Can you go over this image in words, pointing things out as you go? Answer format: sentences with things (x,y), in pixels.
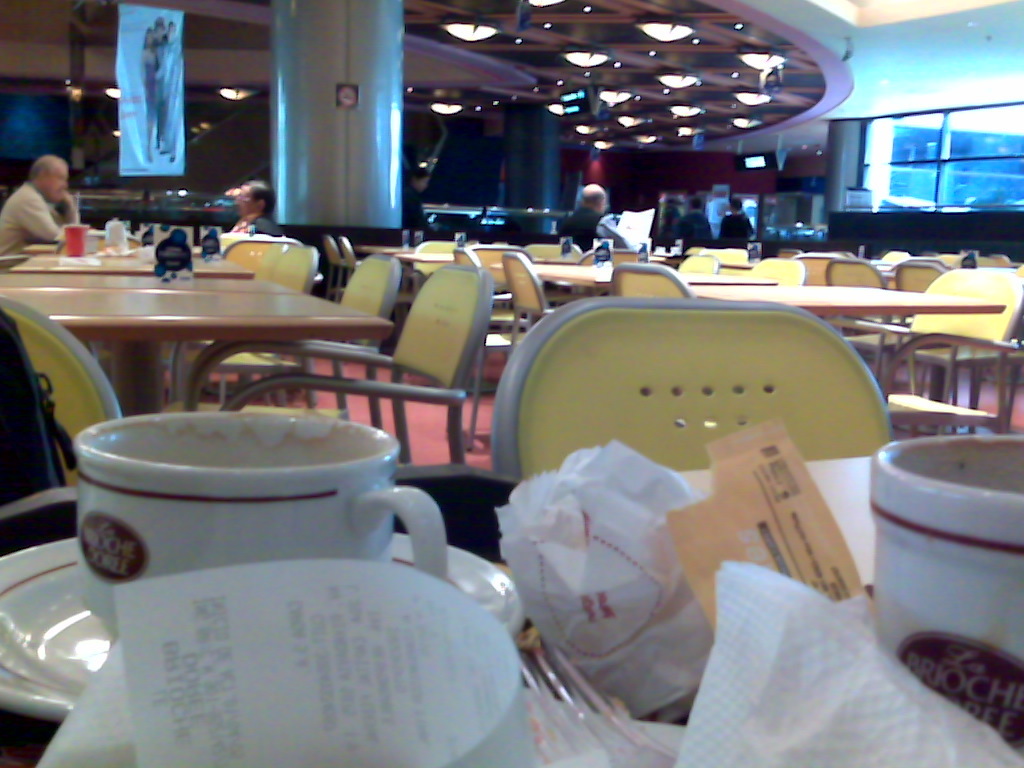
In this image there are few chairs (457,423) and tables (98,320). In the front (283,413) we can see cup (182,445) and saucer (19,650), papers (810,695). Two people (10,215) sat at the left side of the image (17,231) and few people (583,212) at the middle of image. LIghts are fixed to the roof (546,62). Left top there is a banner (175,164) hanged from the roof (204,18).
